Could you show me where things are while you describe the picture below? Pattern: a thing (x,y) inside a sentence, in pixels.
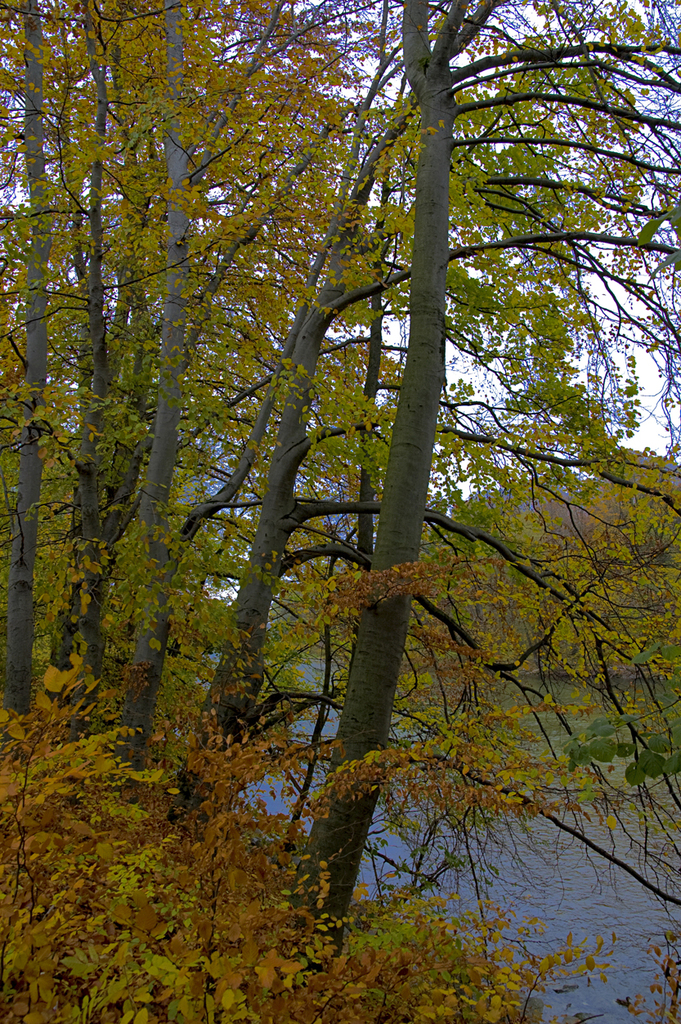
In the foreground of this image (294,632), there are trees (453,693). In the background (651,383), there is water (564,686) and the sky (651,409).
